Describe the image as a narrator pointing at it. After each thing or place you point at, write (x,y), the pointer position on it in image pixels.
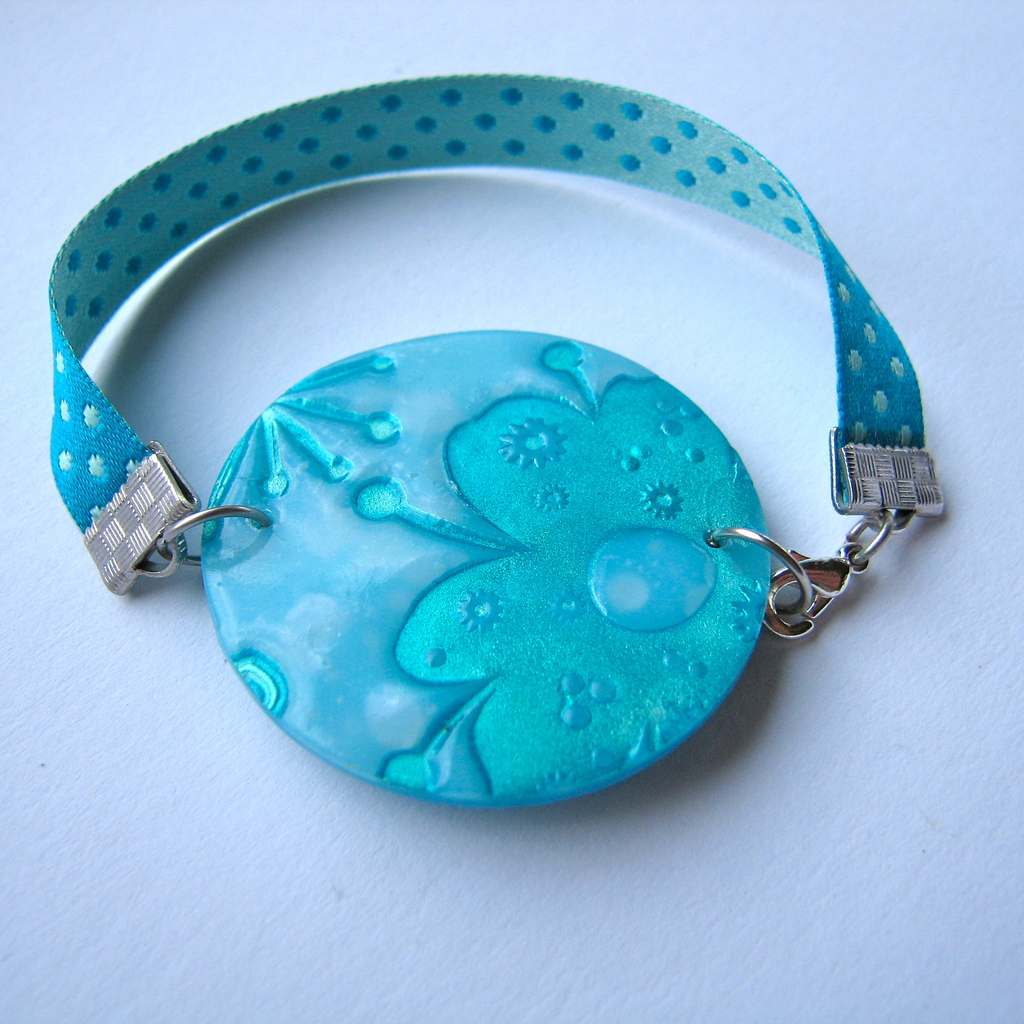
This is the picture of a bracelet (527,487) to which there is a locket (500,784) and it is in blue color.
